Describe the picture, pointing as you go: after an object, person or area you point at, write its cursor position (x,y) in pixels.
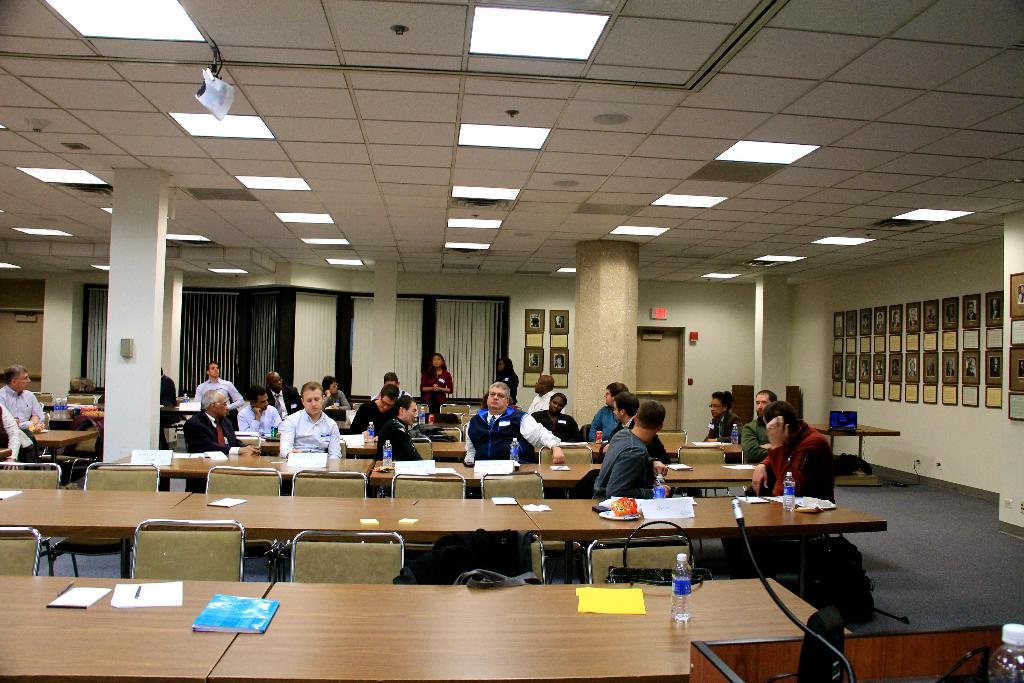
Lights (508,16) are attached to ceiling (488,152). Different type of pictures (929,371) on wall (943,296). Most of the persons (294,444) are sitting on chairs (452,406). Far these two women (440,383) are standing. In-front of this person's (298,432) there are table (749,529), on this table (706,590) there is a bottle (680,589), book (262,617), paper (141,599) and pen (67,591). On this table (745,673) there is a speaker (811,647) and mic (761,583). Far on this table (882,430) there is a laptop (843,423). On floor (889,583) there are bags (840,578).
